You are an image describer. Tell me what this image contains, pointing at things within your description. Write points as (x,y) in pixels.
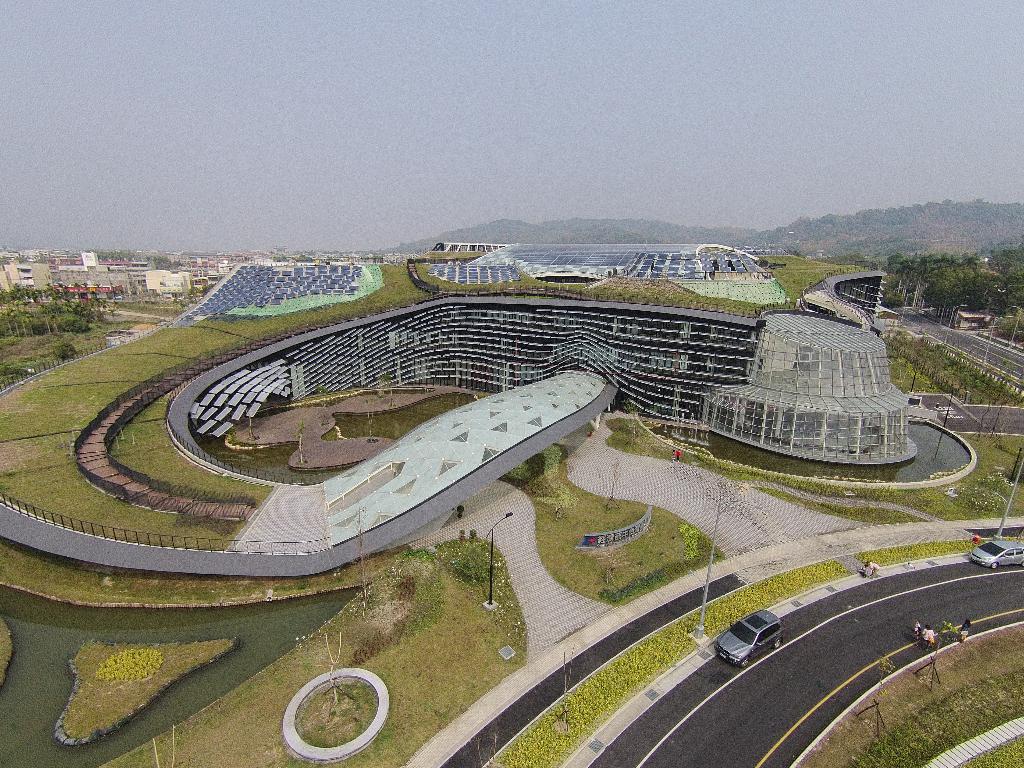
Sky (450,127) is in blue color. Vehicles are on the road (759,678). Here we can see buildings (449,269) and trees (968,276).
